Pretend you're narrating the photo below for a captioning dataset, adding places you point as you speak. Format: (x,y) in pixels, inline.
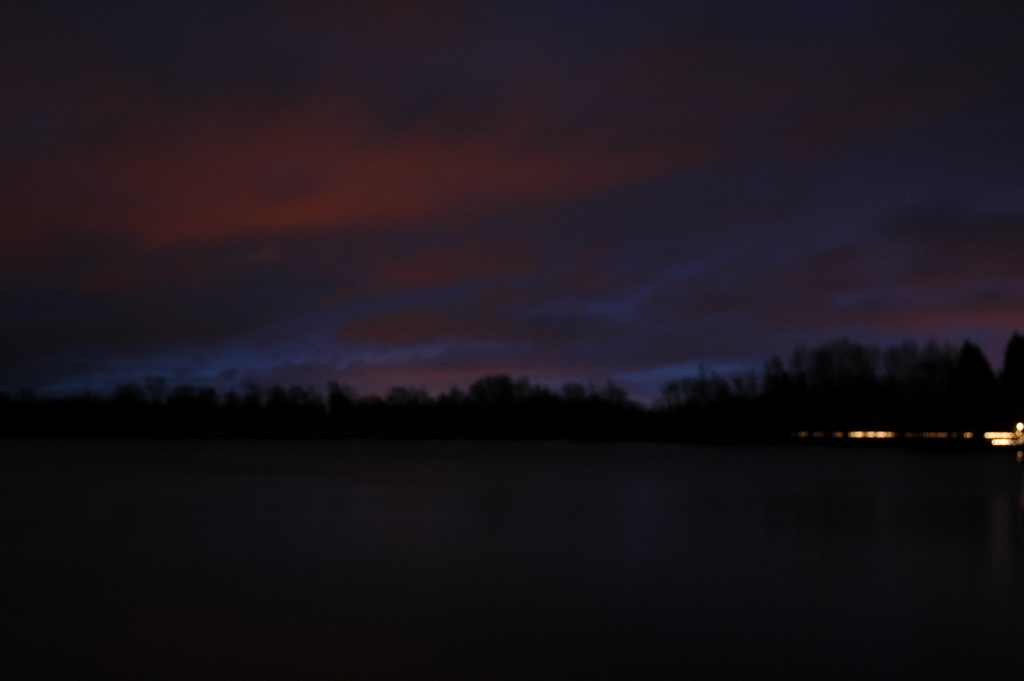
In this picture we can see some trees (643,413), lights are in dark.
